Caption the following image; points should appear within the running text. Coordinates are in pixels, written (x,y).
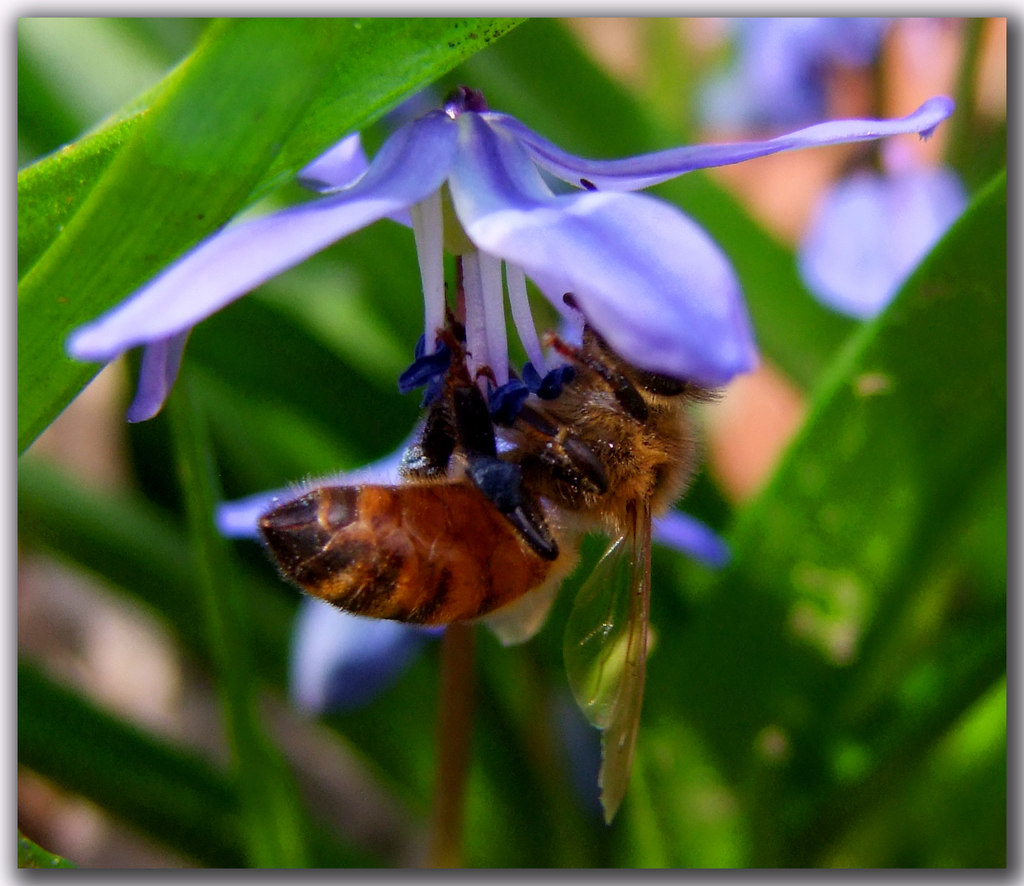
In this picture there is a purple color flower (230,244) and leaves (151,184) here. We can observe a honey bee (486,541) which is in brown color on the flower (478,285). In the background (873,263) it is completely blur.
